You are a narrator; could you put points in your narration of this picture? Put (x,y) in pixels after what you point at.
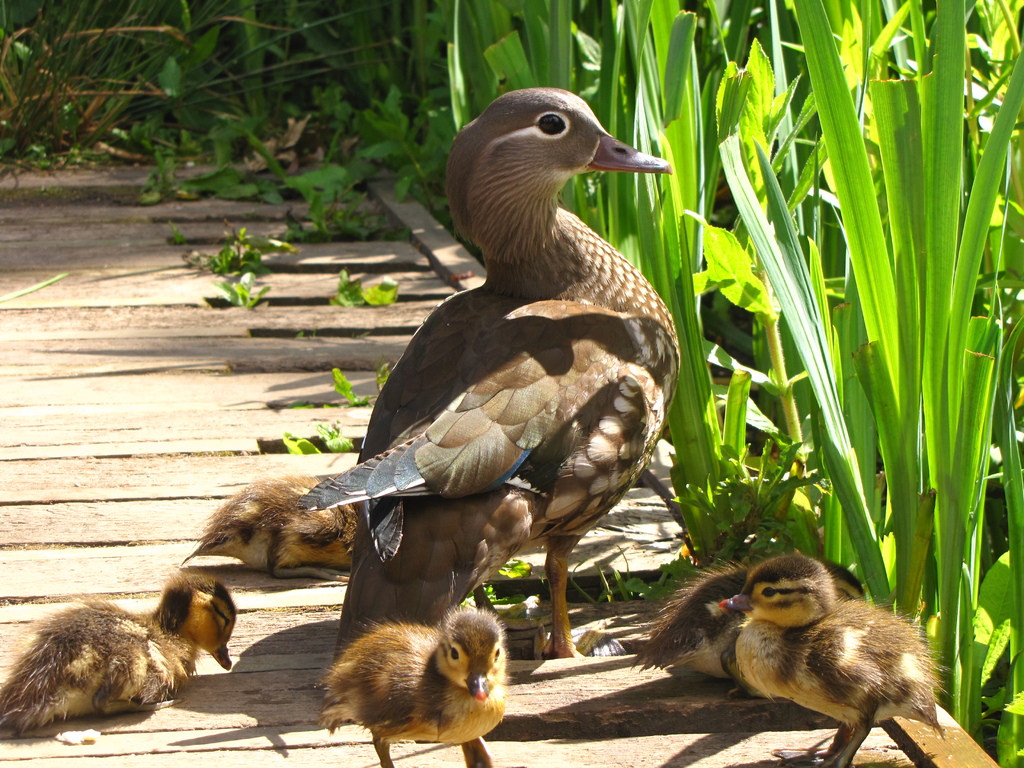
This picture is clicked outside the city. In the center (580,261) there is a bird (544,358) standing on the plank (166,394) and we can see the chicks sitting on the plank (249,660) and in the foreground (387,637) there are two chicks (382,667) standing on the plank (679,743). In the background (951,184) we can see the plants (611,35) and the wooden planks (46,561).
